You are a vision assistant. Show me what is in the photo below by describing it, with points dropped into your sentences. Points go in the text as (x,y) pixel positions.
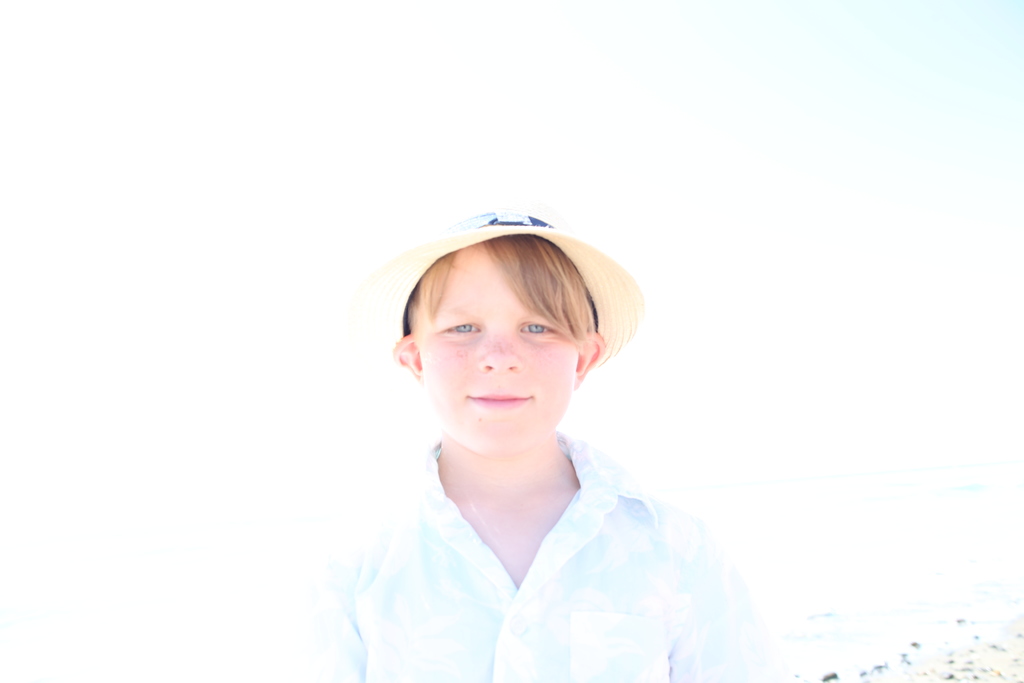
In the given image i can see a boy (467,332) wearing a cap (619,272).
